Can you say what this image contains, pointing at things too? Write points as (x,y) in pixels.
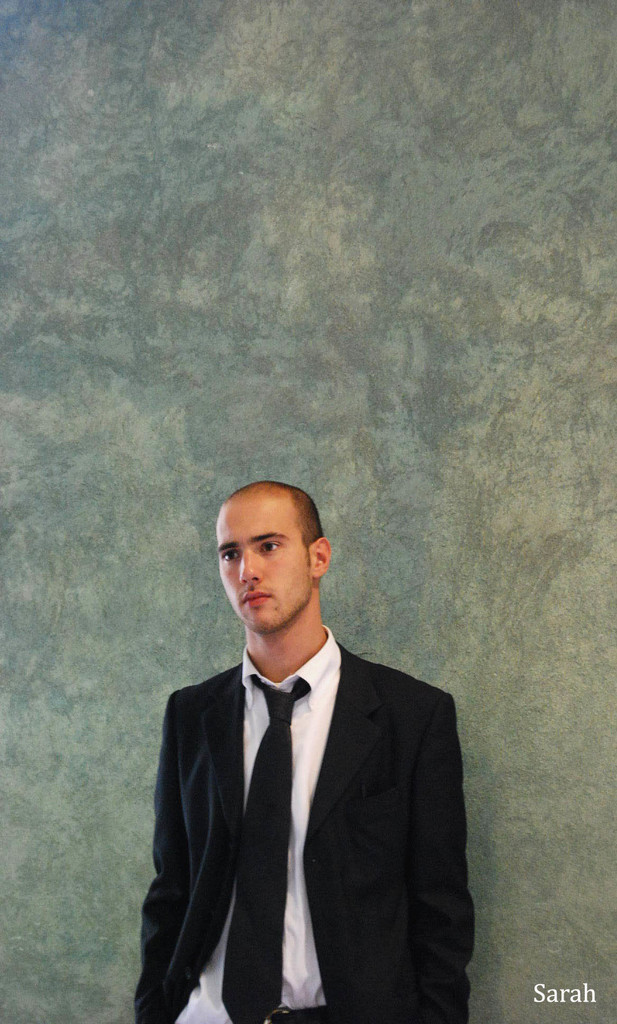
In this picture we can see a man (380,780) wearing black color coat (402,751) with white shirt (301,908), standing and giving a pose into camera. Behind there is a grey wallpaper (419,470) on the wall (306,304).
